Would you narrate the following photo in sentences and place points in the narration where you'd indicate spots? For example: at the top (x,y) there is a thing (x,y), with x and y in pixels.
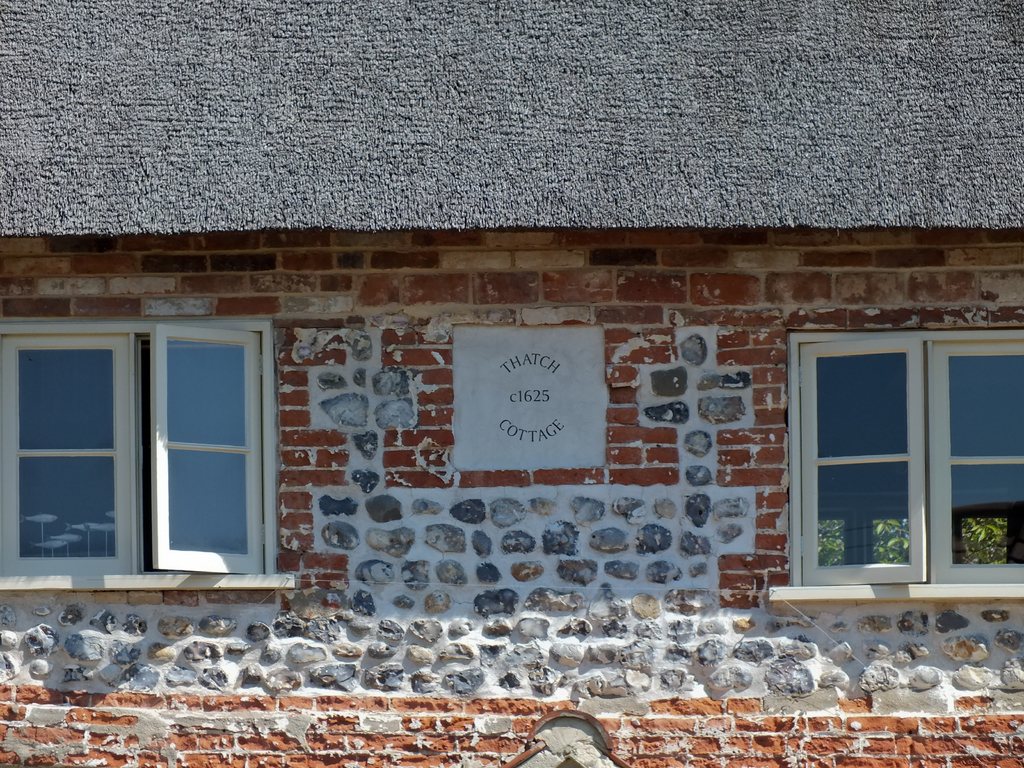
In the picture I can see a house (566,454) which has windows (186,466), roof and something written on the wall (562,476).
